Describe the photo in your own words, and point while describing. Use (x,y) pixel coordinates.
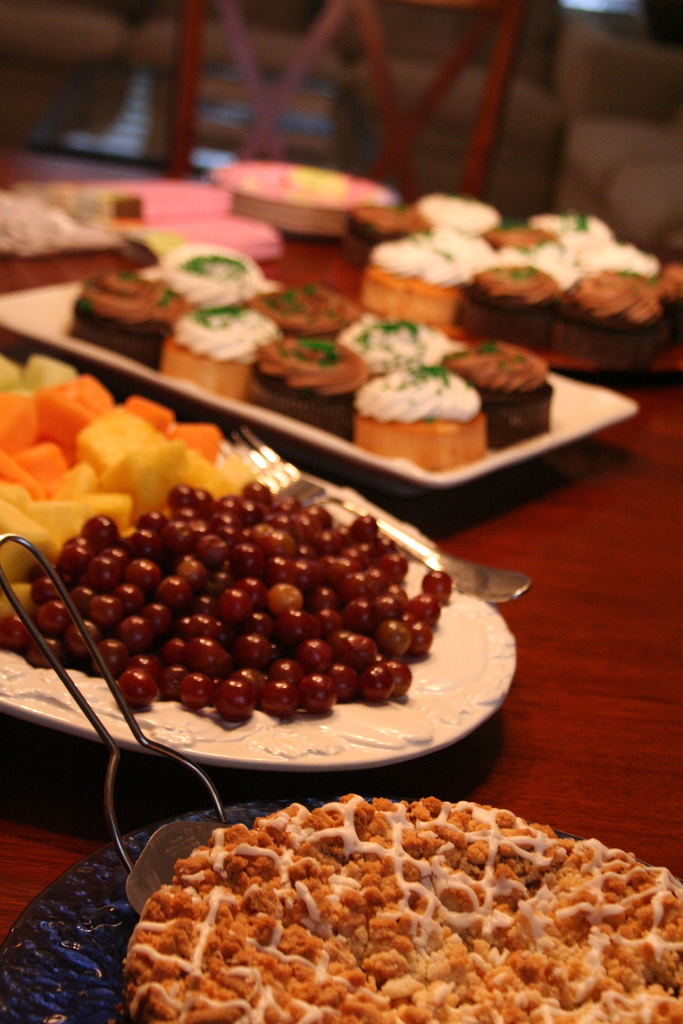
In this image, we can see so many eatable things (346,565), food items (254,511) are placed on the plates (69,923) and tray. Background there is a wooden surface (579,674). Top of the image (413,139), we can see a blur view. Here there is a chair (392,110).
